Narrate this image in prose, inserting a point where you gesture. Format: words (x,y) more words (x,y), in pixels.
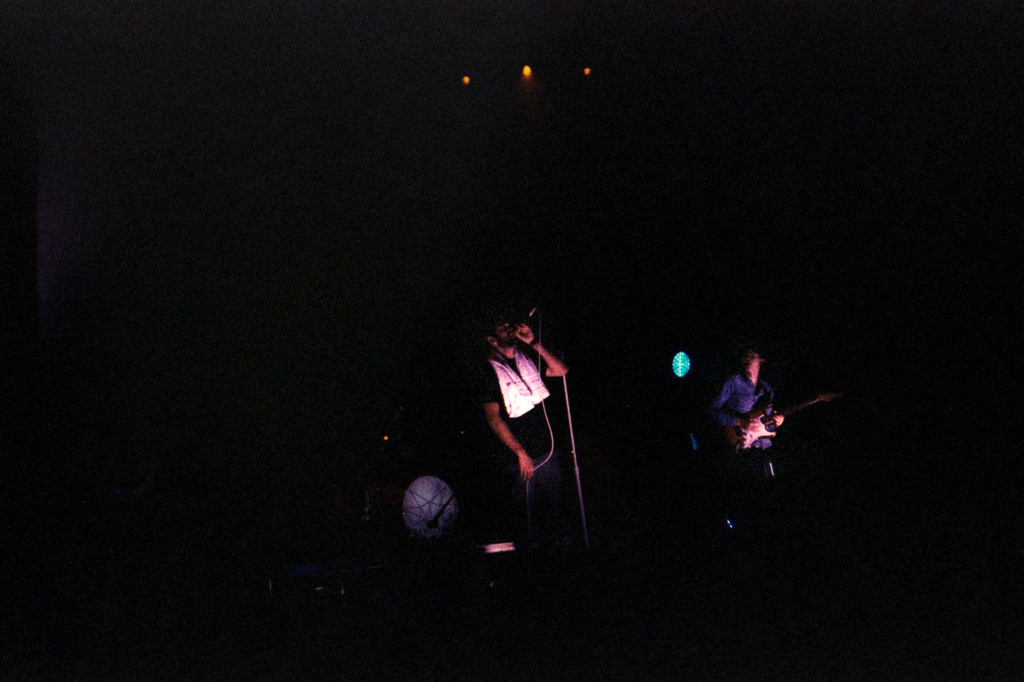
In this image I can see a person (506,337) standing and holding a microphone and I can see dark background (893,414).
